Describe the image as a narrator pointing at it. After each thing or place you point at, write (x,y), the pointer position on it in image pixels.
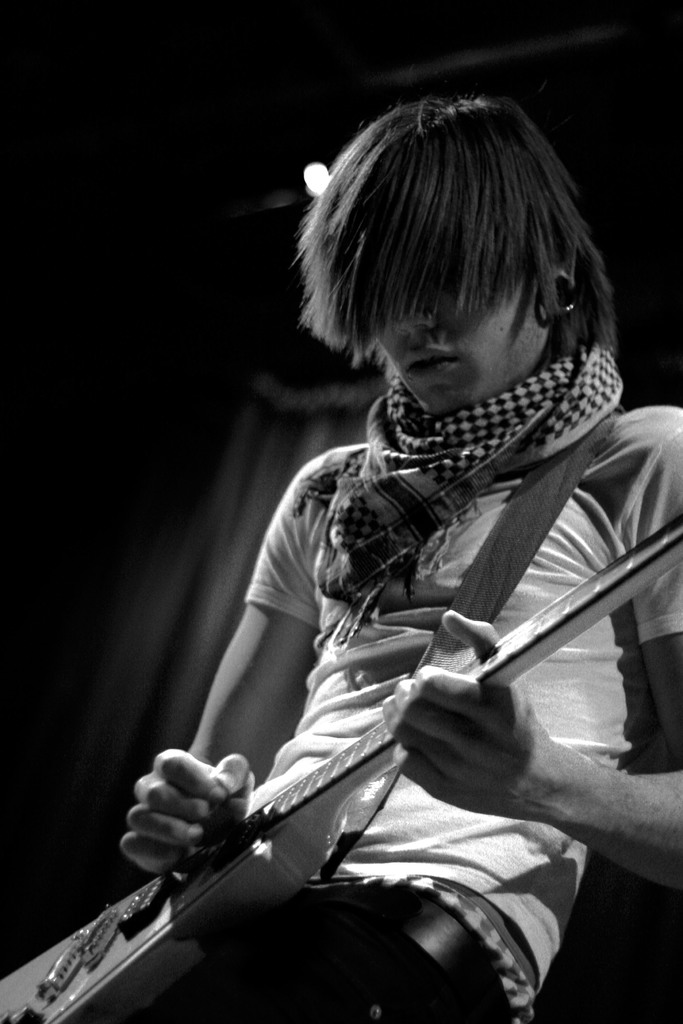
This is a black and white picture. In this picture we can see a man (582,245) with short hair (553,218), wearing white colour shirt (562,694) and playing a guitar (153,924). Background (678,41) is dark. At the top (311,171) we can see light (322,173).
